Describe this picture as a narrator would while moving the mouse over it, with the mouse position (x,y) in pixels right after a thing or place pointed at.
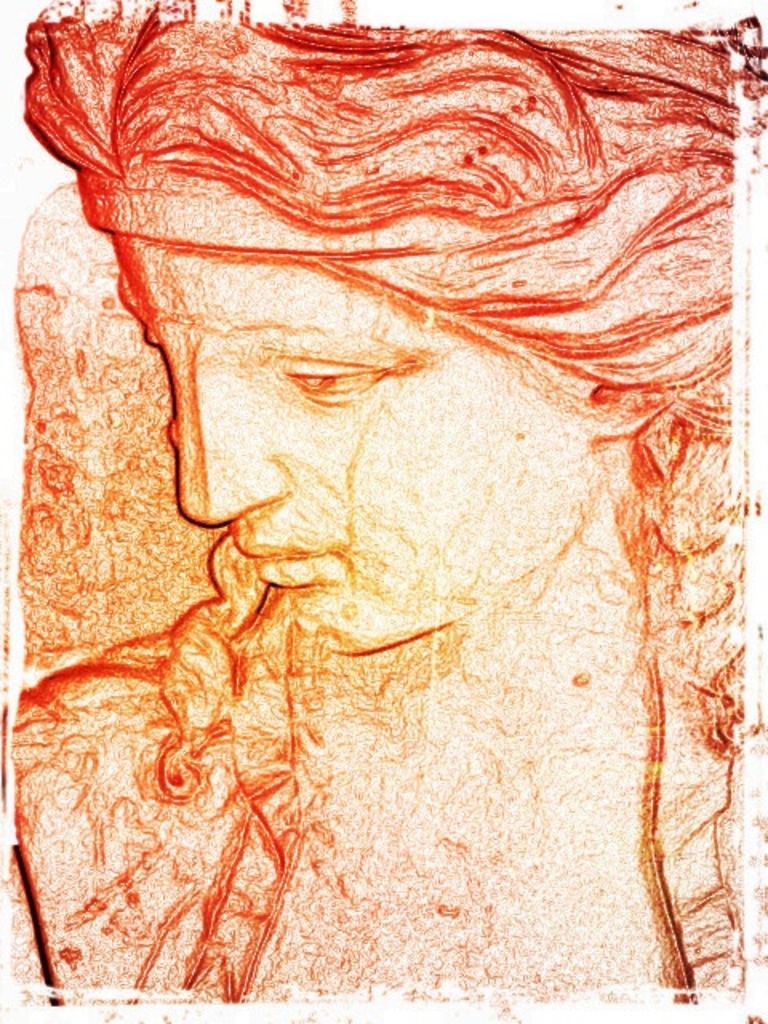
This picture shows a painting (271,101) of a woman (170,438).
